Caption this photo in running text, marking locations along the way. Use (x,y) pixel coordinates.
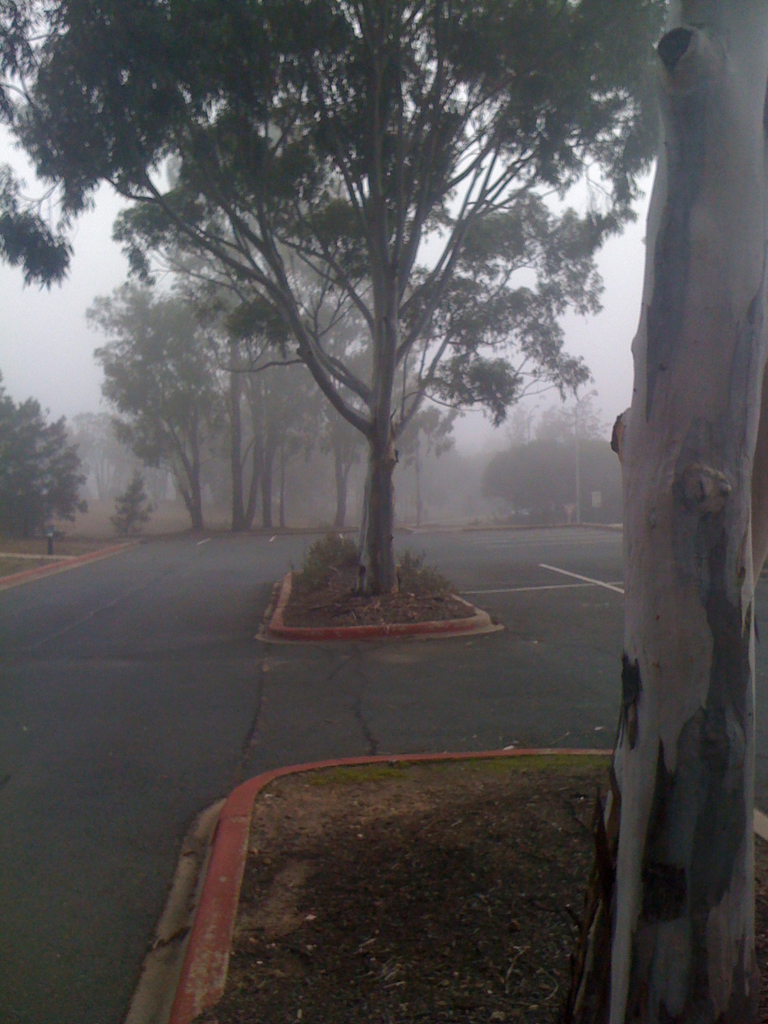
In the image there is a road (218,629) and in between the road (341,702) there are some trees (503,455) and grass (342,777), the climate is filled with fog (447,431).
